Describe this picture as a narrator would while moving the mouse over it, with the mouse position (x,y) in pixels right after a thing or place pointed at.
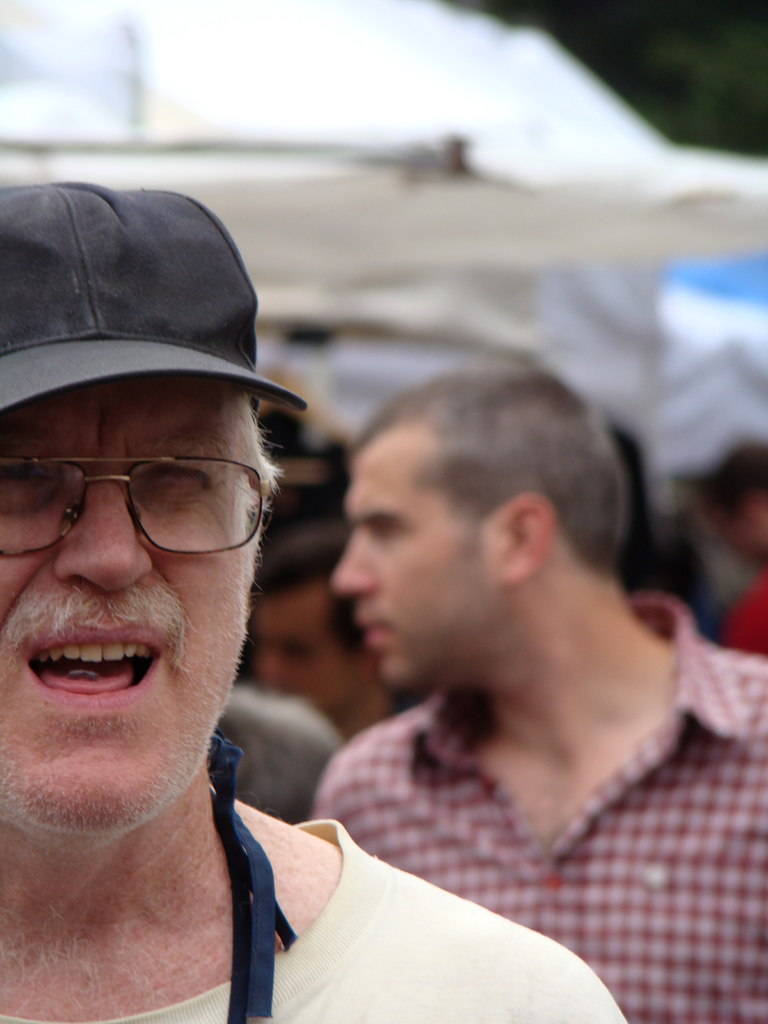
In this picture we can see so many people (329,549) are standing and talking.
